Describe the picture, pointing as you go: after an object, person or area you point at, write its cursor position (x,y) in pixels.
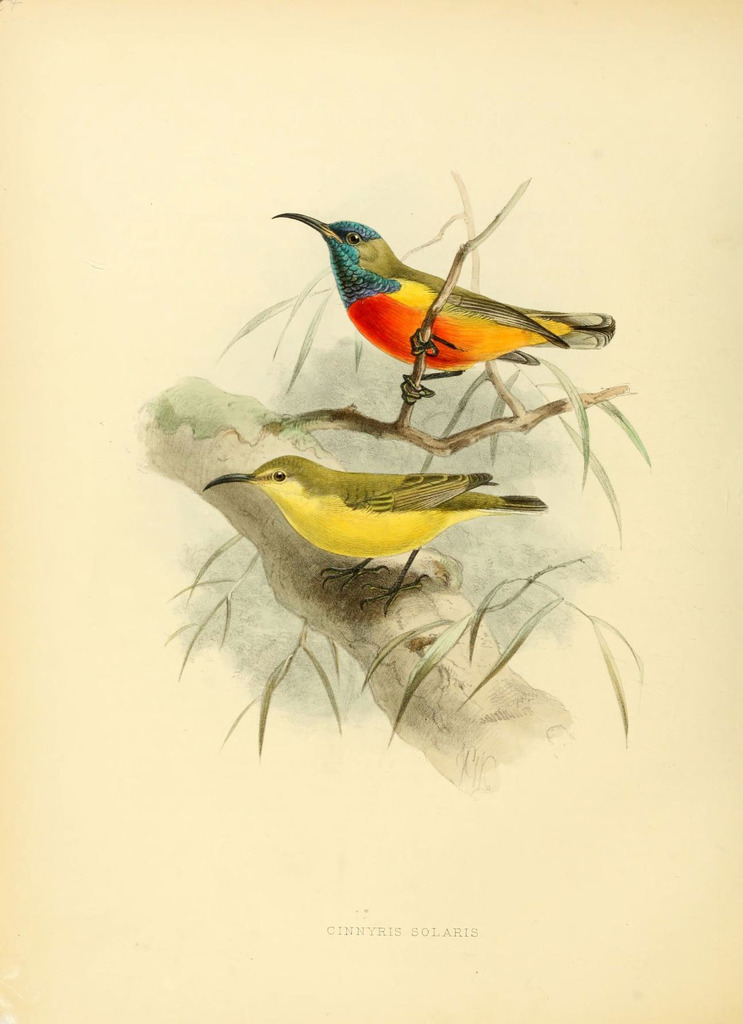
In this picture we can see the painting (524,583). There is a bird (418,337) standing on the stem (415,362) and we can see another bird (237,480) standing on the branch (414,598) of a tree (390,697).
